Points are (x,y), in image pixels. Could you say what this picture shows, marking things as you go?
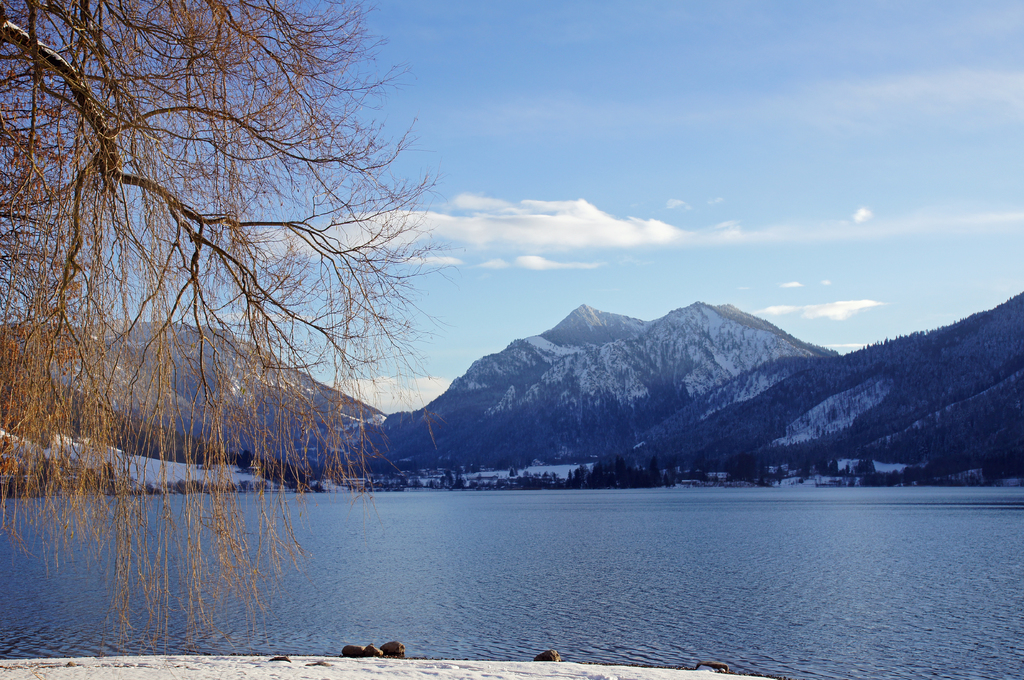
In the picture we can see a part of the surface (78,665) with white colored snow (323,670) and on it we can see some stones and behind it, we can see the water surface (373,550) which is blue in color and beside it, we can see a part of the tree (91,105) and far away from the water surface (457,633) we can see many trees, and mountains (321,441) with a snow (625,360) on it and in the background (451,186) we can see the sky (549,202) with clouds (549,202).
